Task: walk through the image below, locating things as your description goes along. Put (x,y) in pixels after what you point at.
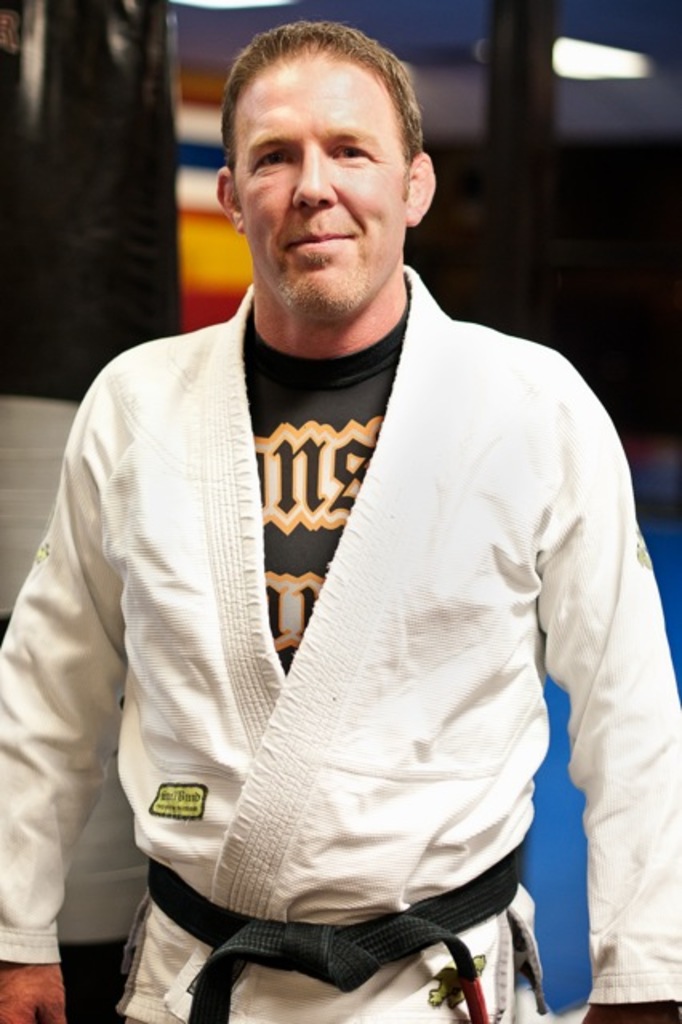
In this image, we can see a man (286,591) is wearing white dress (376,789) and belt (415,947). He is watching and smiling. Background (611,97) we can see a blur view. Here we can see light (587,55) and pole (500,257).
